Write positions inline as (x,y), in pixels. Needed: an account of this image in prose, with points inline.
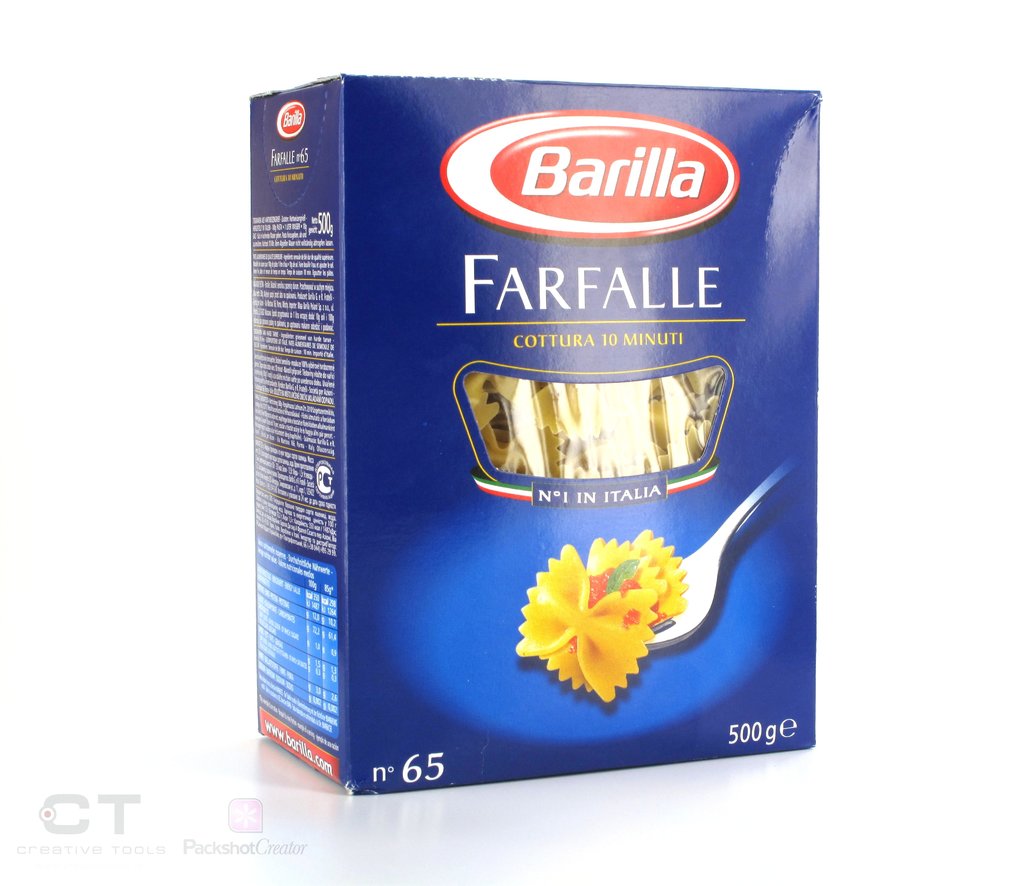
In this picture there is a box (522,269) on a white surface (949,831). At the bottom (232,817) towards left (68,826), there is text (151,844) and logo (68,826).
